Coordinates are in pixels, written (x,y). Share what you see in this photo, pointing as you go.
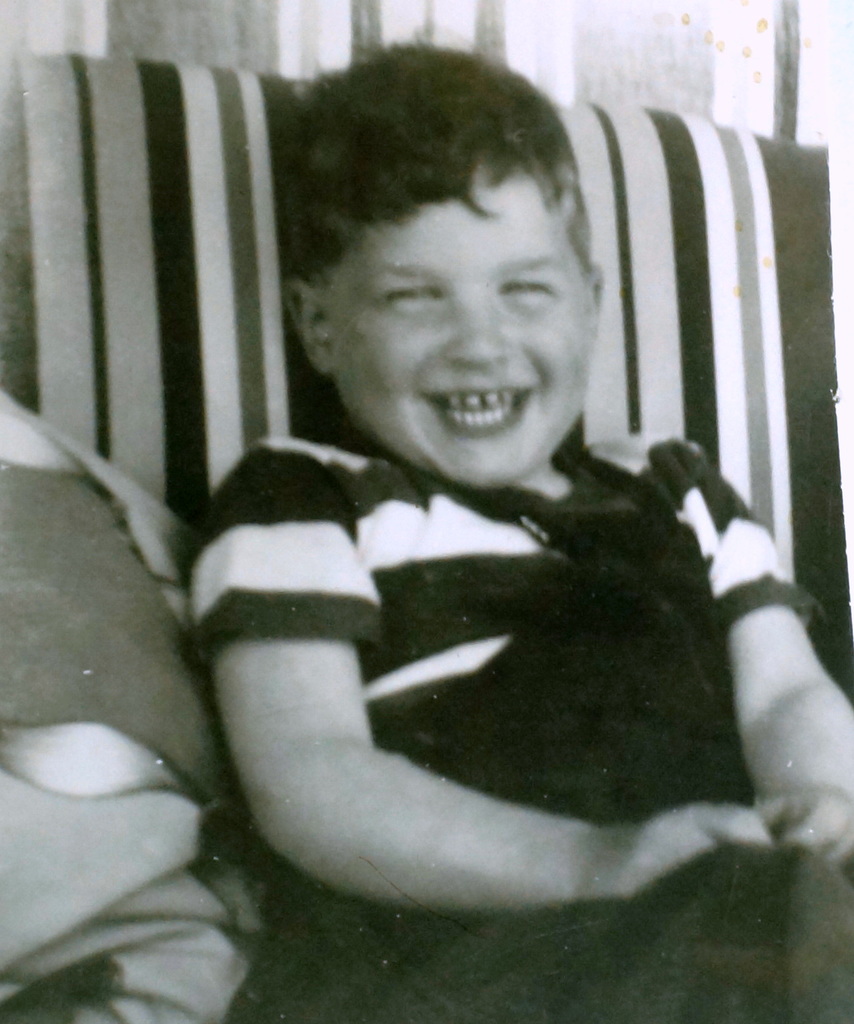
In this image there is a boy (530,548) sitting and smiling. On the left side (143,642) there are clothes (84,700).
